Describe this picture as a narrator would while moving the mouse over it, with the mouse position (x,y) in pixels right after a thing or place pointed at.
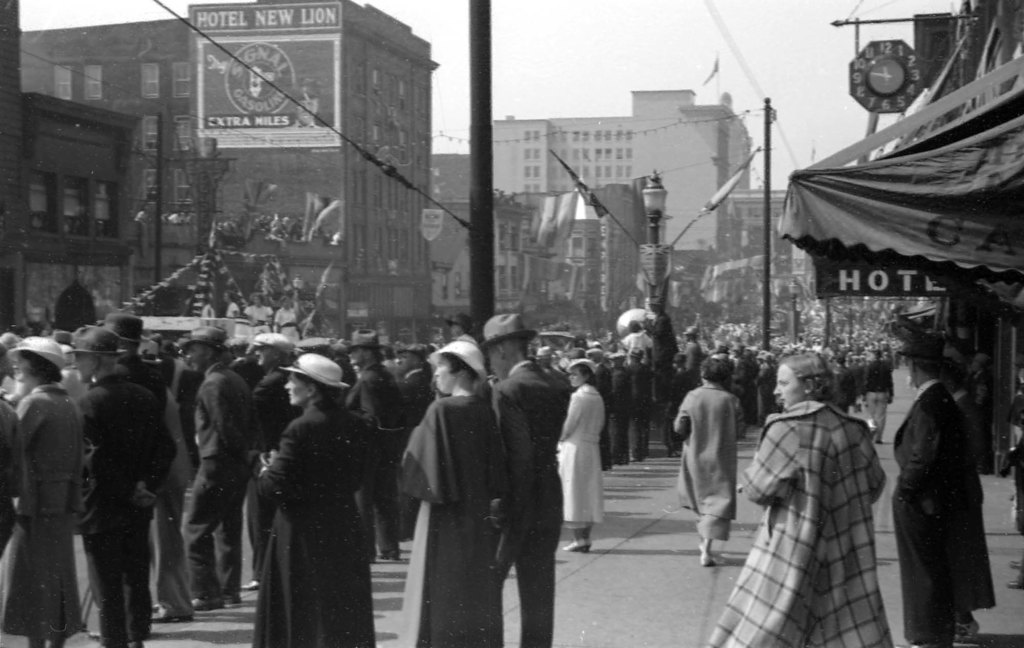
In the image we can see the black and white picture of the people (581,364) walking and some of them are standing, they are wearing clothes (289,459) and some of them are wearing caps (195,344). Here we can see the footpath (680,561), poles (488,204) and electric wires (395,169). We can even see there are buildings (384,139) and windows (80,219) of the building (679,247). Here we can see the clock (861,78), poster (264,52), text (897,272) and the sky (571,85).
